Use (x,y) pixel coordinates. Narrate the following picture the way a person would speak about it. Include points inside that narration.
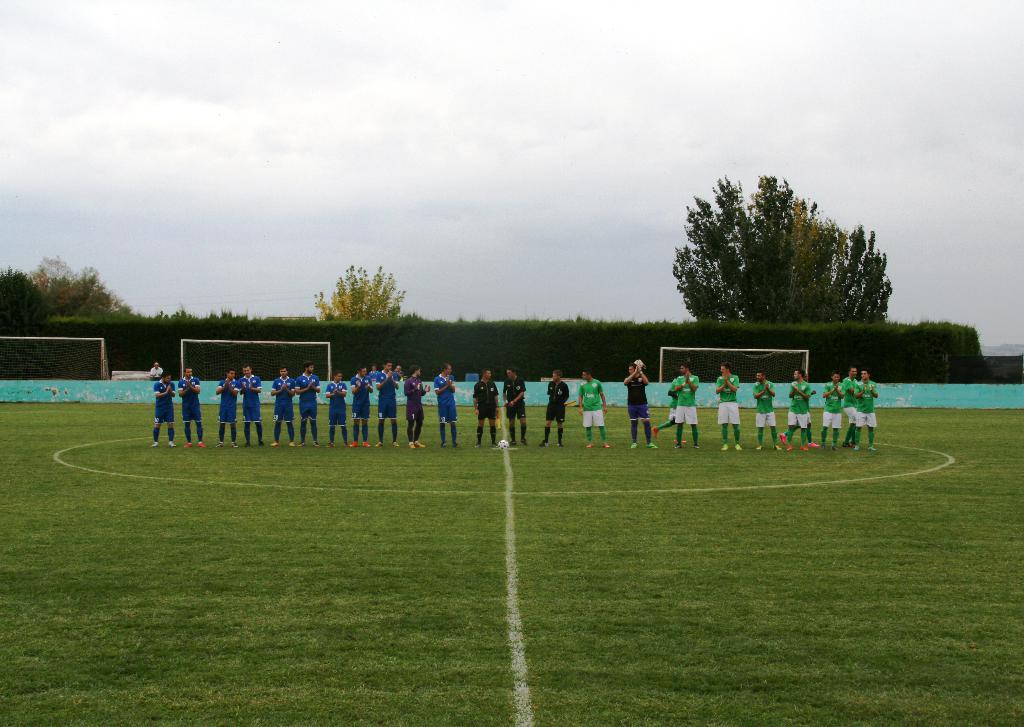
In this picture we can see some people (774,412) are standing on the ground (821,419), at the bottom (442,643) there is grass (530,630), we can see a football (505,444) in the middle (507,444), in the background (750,308) we can see trees (333,300), shrubs (171,355) and nets (696,370), there is the sky (497,215) at the top of the picture (496,131).
